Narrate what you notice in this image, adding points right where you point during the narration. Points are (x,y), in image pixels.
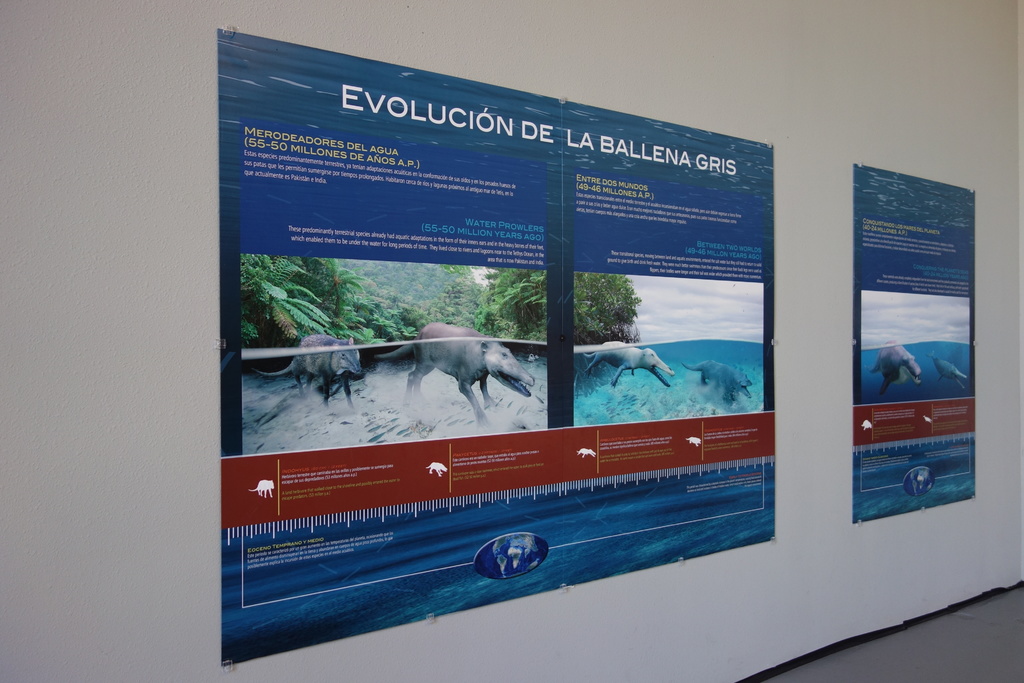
In this image we can see a wall (218,337) and two posters (671,355) stick to the wall (827,341).
